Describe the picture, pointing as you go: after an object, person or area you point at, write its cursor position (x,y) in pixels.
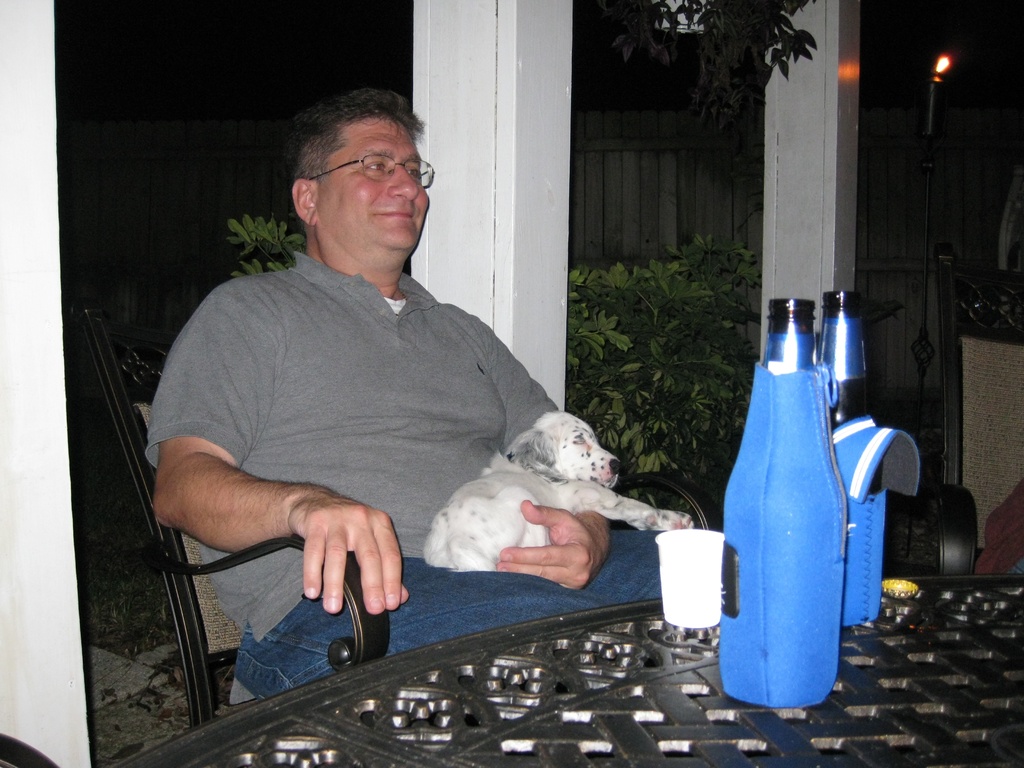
There is a man (289,668) sitting on a chair (102,367) and he is holding a dog (614,459) in his hand (586,566). There are two beer bottles (907,488) on this table (846,637) and a cup (714,539) as well. In the background (681,166) there is a wooden fence (678,169) and a tree (626,35) and a torch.
